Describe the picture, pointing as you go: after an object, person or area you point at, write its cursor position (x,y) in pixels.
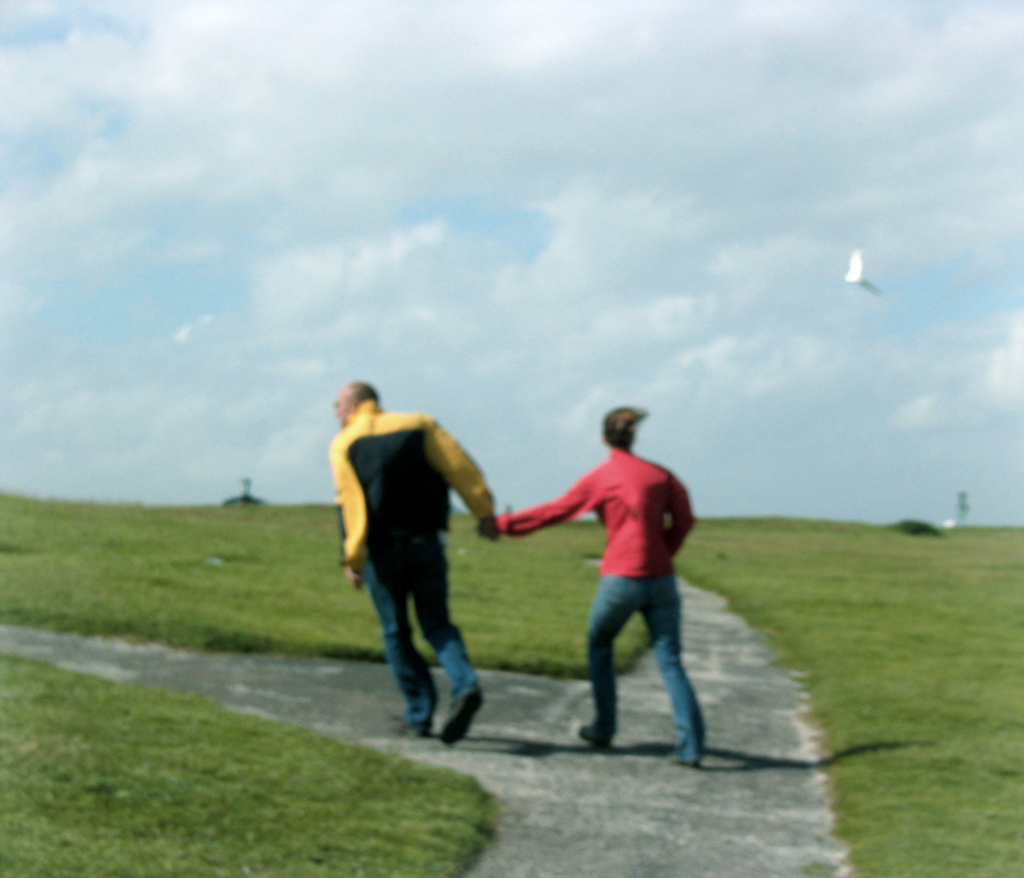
This image is clicked outside. There are two persons (662,666) in this image. They are men (382,566). There is a bird (853,260) on the right side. There is grass (452,608) in this image. There is sky (326,202) at the top (213,204).
